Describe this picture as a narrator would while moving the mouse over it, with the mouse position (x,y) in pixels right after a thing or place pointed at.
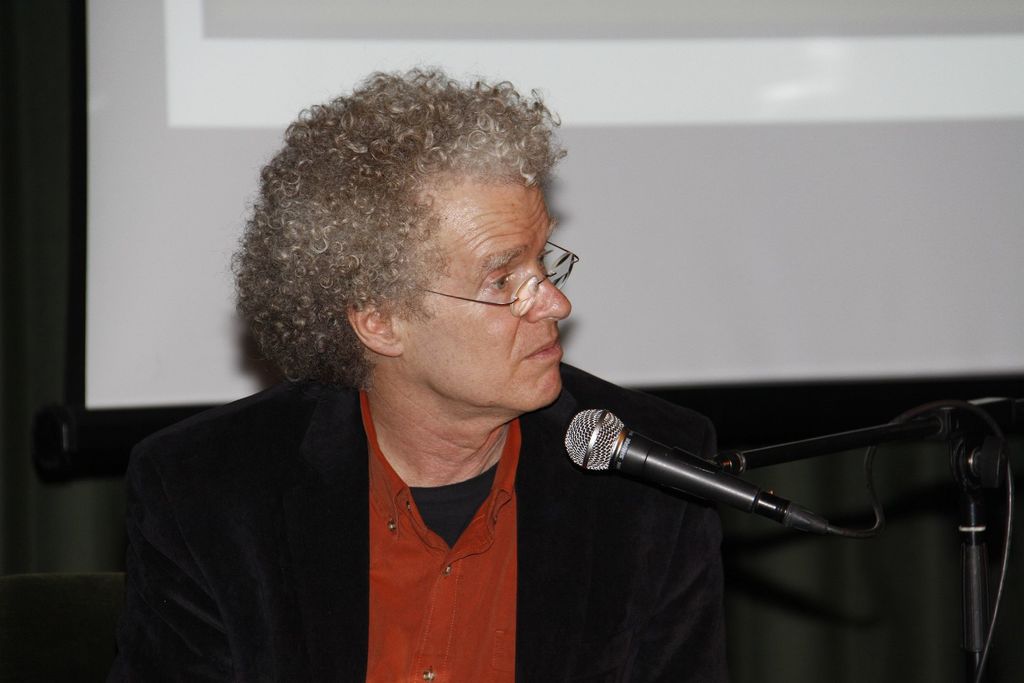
In this image in the center (367,292) there is one person (380,422) who is sitting, in front of him there is one mike (619,421). And in the background (129,286) there is a screen (689,198).
